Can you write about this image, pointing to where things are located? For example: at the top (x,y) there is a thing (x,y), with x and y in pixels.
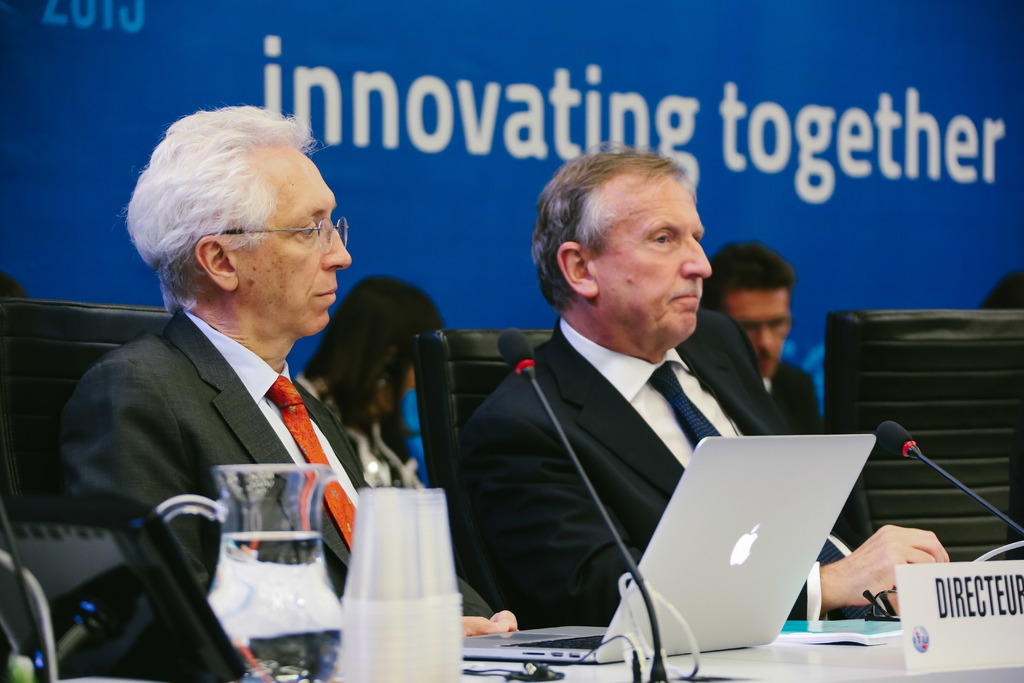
In this image we can see persons (526,412) sitting on the chairs (478,382) at the desk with mics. On the desk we can see glasses (408,582), water (261,584), jar (269,571), laptop (686,606) and boards (961,635). In The background (341,372) there are persons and poster (571,118).
